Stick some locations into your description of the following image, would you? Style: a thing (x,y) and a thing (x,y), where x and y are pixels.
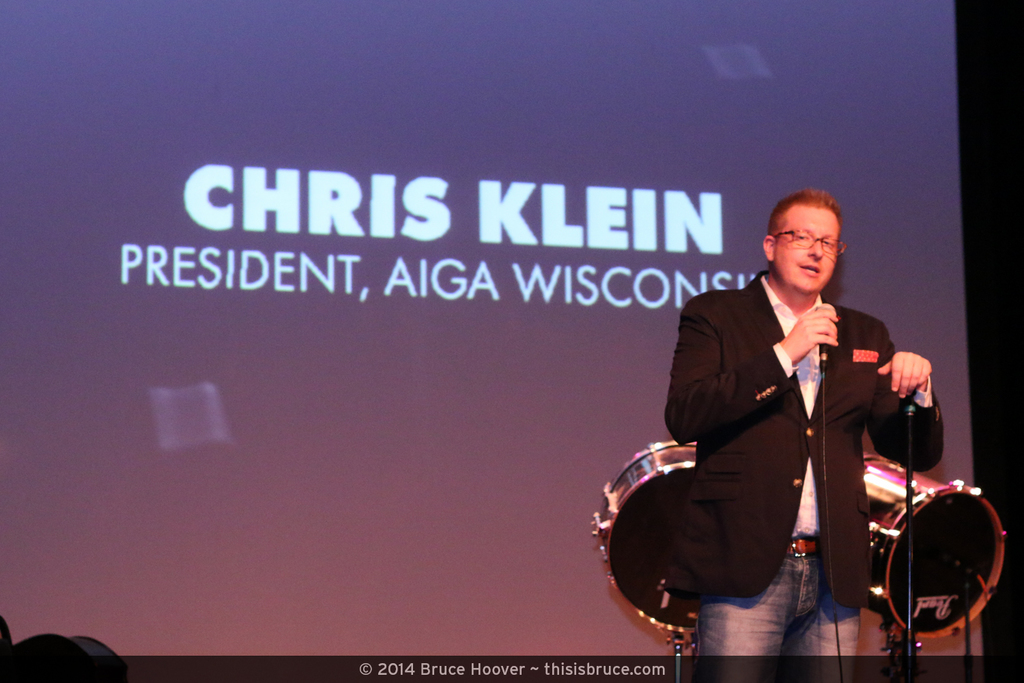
In this image we can see a person (784,436), microphone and stand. In the background of the image (524,324) there is a screen (426,147) and musical instrument (613,539). On the left side of the image (4,635) there is an object (77,650). On the image there is a watermark (643,672).
